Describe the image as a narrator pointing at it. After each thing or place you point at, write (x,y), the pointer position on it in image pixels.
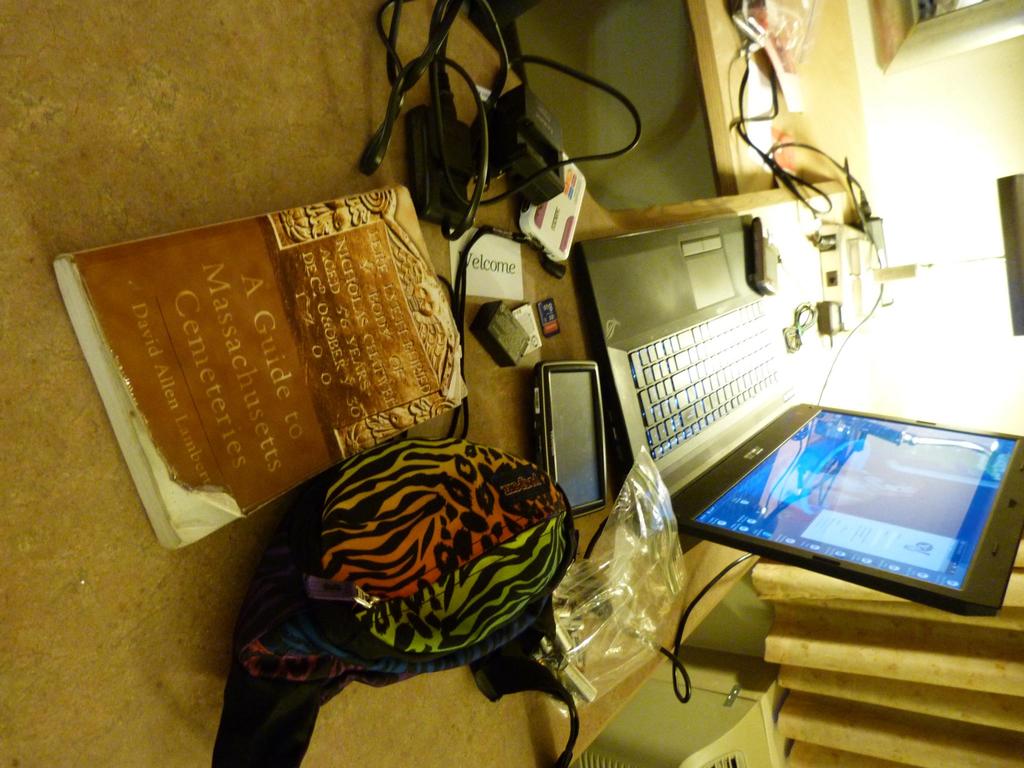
This is a wooden table (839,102) where a laptop (824,411), a mobile phone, a book (345,435) and a bag (405,494) are kept on it.
